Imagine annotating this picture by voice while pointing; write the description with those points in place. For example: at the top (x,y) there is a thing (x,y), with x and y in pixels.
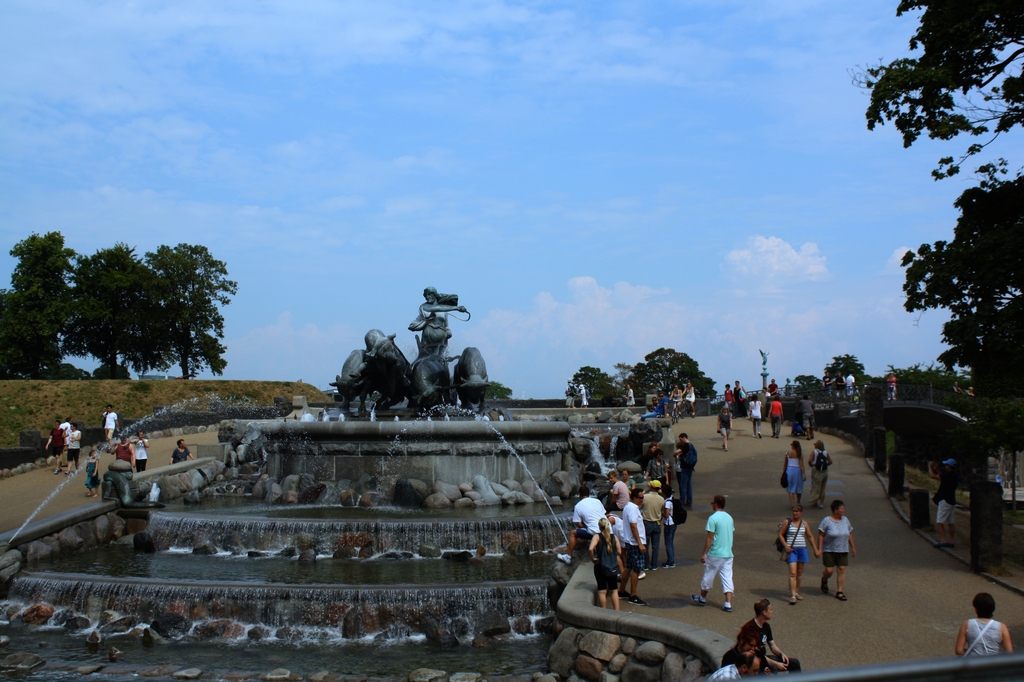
In the picture we can see a fountain (434,453) with water (325,415) and around it we can see a path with people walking and some are standing and near to the path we can see plants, trees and in the background (340,174) also we can see trees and sky (328,210).
